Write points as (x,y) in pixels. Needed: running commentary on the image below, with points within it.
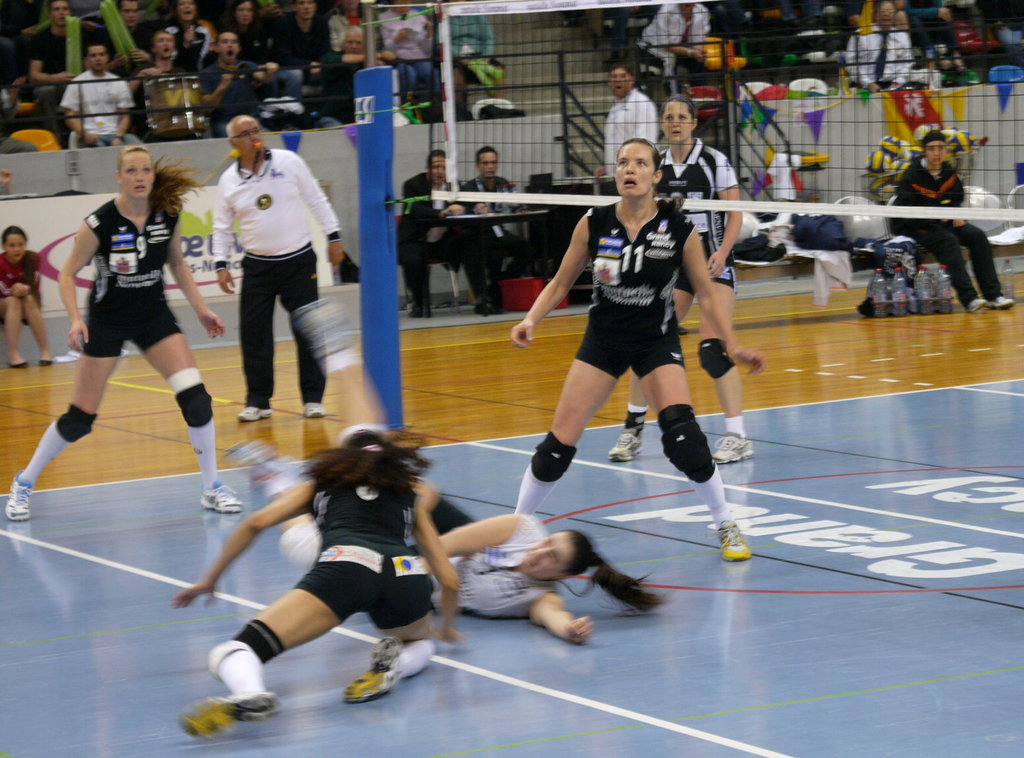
In this image we can see a group of people (562,616) in the ground (707,651). We can also see some bottles (894,282) on the floor (819,351), the net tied with a pole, some clothes (806,246) on the chairs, the flags (760,181) and some people (469,249) sitting beside the fence (719,119). On the top of the image (195,66) we can see the metal railing (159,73) and a group of people (156,73) sitting on the staircase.
